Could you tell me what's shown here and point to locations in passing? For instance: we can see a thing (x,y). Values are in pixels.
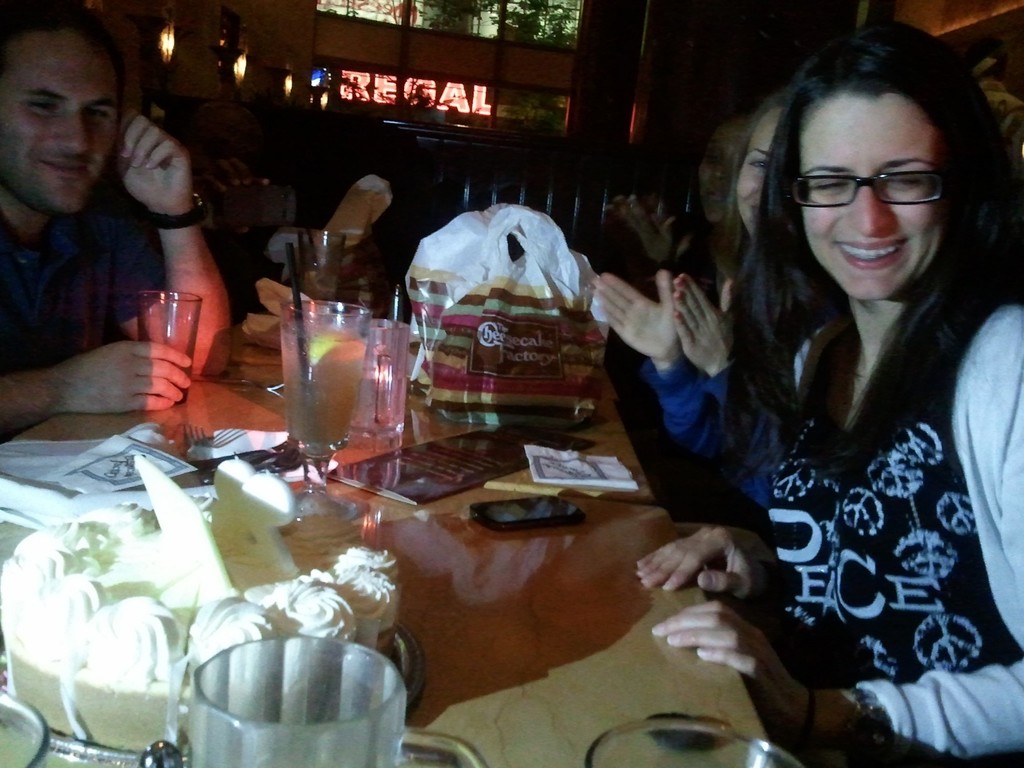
In the picture I can see people (56,275) sitting in front of tables (413,576). On the table (417,595) I can see glasses (320,511), cover (440,373), a cake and some other objects (435,486). In the background (425,108) I can see LED board (426,106), lights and some other objects (445,136).
